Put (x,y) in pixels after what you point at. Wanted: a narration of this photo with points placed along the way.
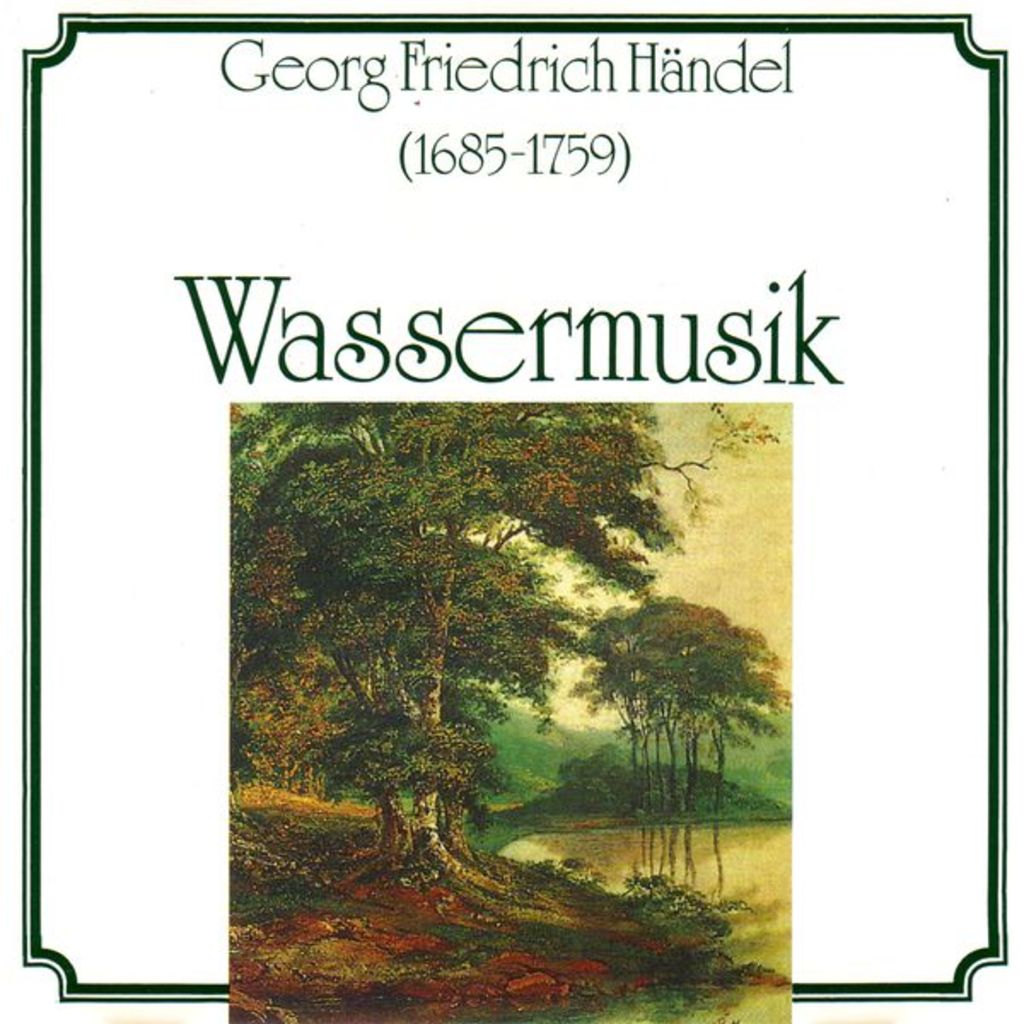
This is a graphical and edited image with some text (546,322) written on it and there are trees (477,662) in the image.
